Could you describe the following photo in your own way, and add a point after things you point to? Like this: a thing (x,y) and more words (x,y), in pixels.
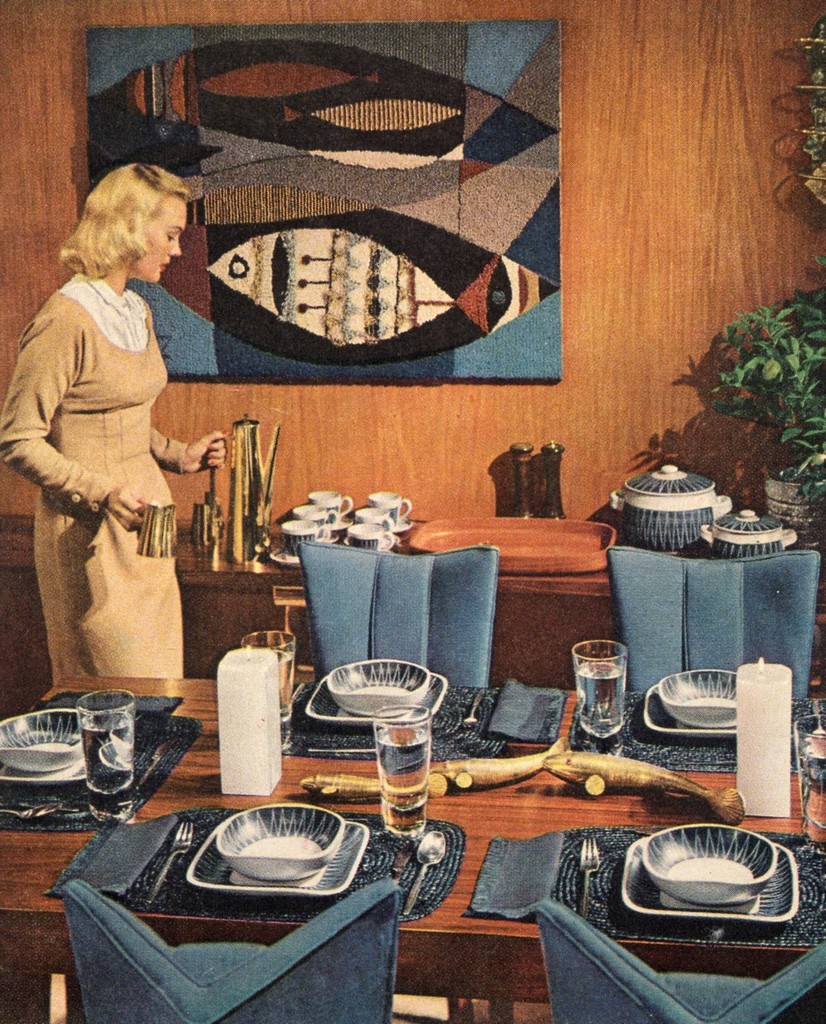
This image is taken inside a room (171,733). In this image there is a woman (134,677) standing on the floor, holding a cup (151,518) in her hand (134,515). In the bottom of the image (8,945) there is a dining table (9,931) with few empty chairs (723,1013). On the table (195,757) there are many things (506,860) like plate (773,905), bowl (741,874), napkin (504,889), fork (587,877), spoon (433,855), candle (742,796) and a glass (391,775) with water (402,768) in it. In the background (586,409) there is a wall (618,174) and a painting frame (405,180) on it. In the right side of the image (732,322) there is a plant (783,385) in the pot (782,521).
